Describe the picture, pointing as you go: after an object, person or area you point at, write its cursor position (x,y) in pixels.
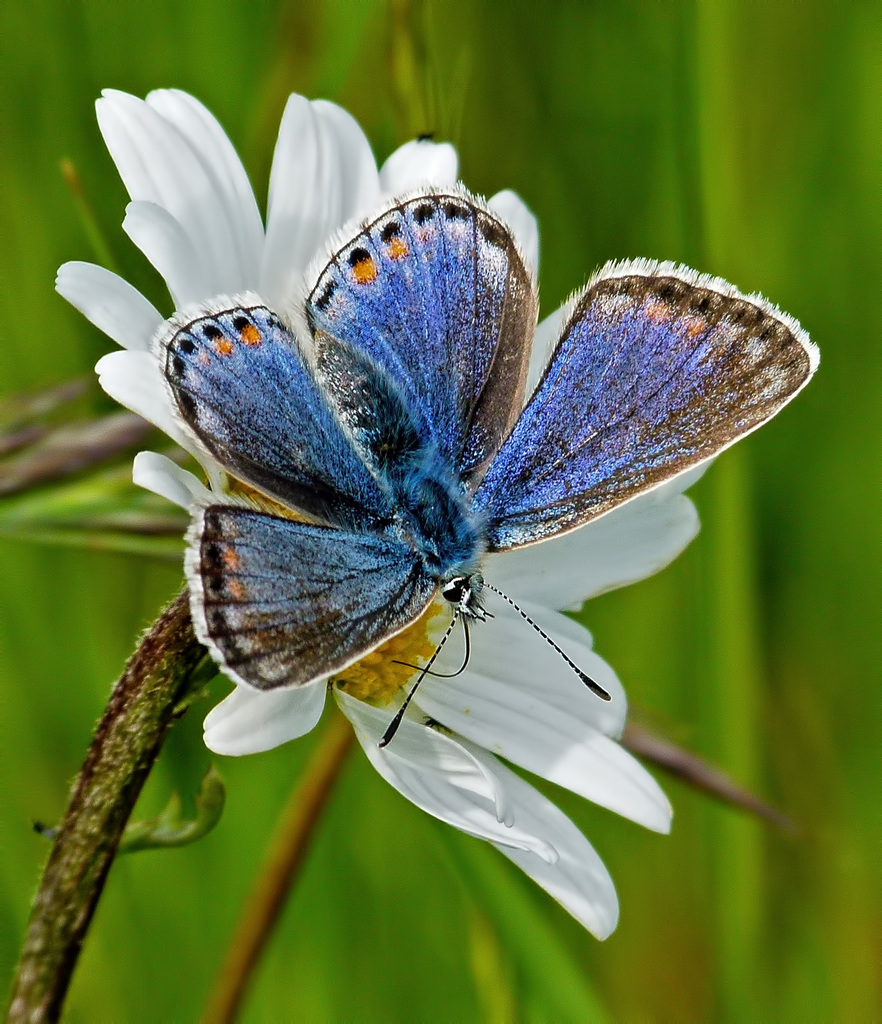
In this image there is an insect (413,585) on the flower (429,659). Behind there is a plant (6,526). Background (65,576) is blurry.
